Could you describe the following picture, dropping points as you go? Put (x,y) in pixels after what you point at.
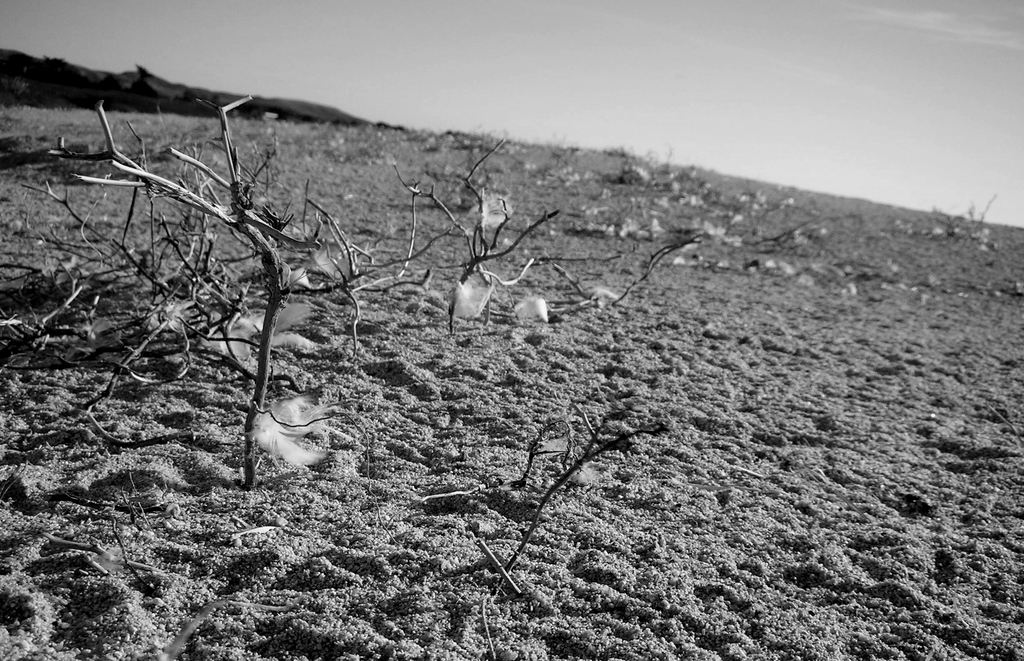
This is a black and white image. There is sand (600,555) at the bottom (743,590). There are small plants (296,288) in the middle (355,252). There is sky (466,61) at the top (436,40).
